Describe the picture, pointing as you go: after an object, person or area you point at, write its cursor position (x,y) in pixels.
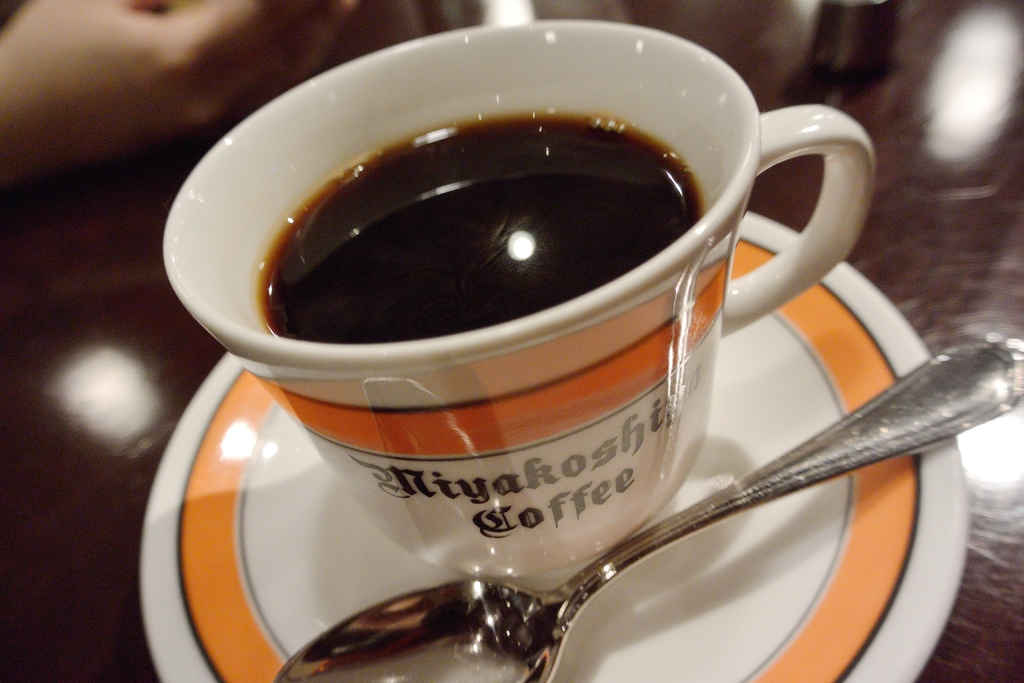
In this image, I can see a cup (565,480) and saucer (703,639). This is a spoon (483,635), which is placed on the saucer (827,405). I think this cup (350,403) is filled with the liquid (406,236). The background (126,57) looks blurry.
